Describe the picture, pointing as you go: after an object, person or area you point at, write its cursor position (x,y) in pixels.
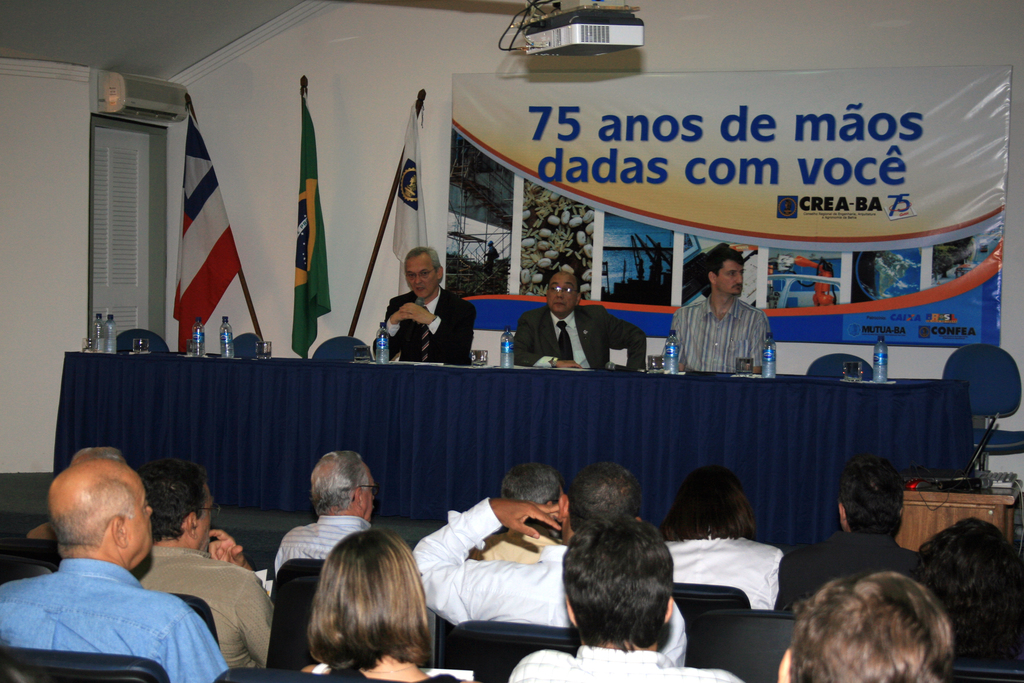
in this image the big room (457,309) is there in this room (590,442) there are many people (511,480) they are sitting on the chair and three people (437,349) they are sitting in front of the table (851,398) and some bottles (114,351) are there on the table (635,384) the back ground (535,241) is different and in this room (933,374) some things (978,441) are there and three flags (197,246) are there.
